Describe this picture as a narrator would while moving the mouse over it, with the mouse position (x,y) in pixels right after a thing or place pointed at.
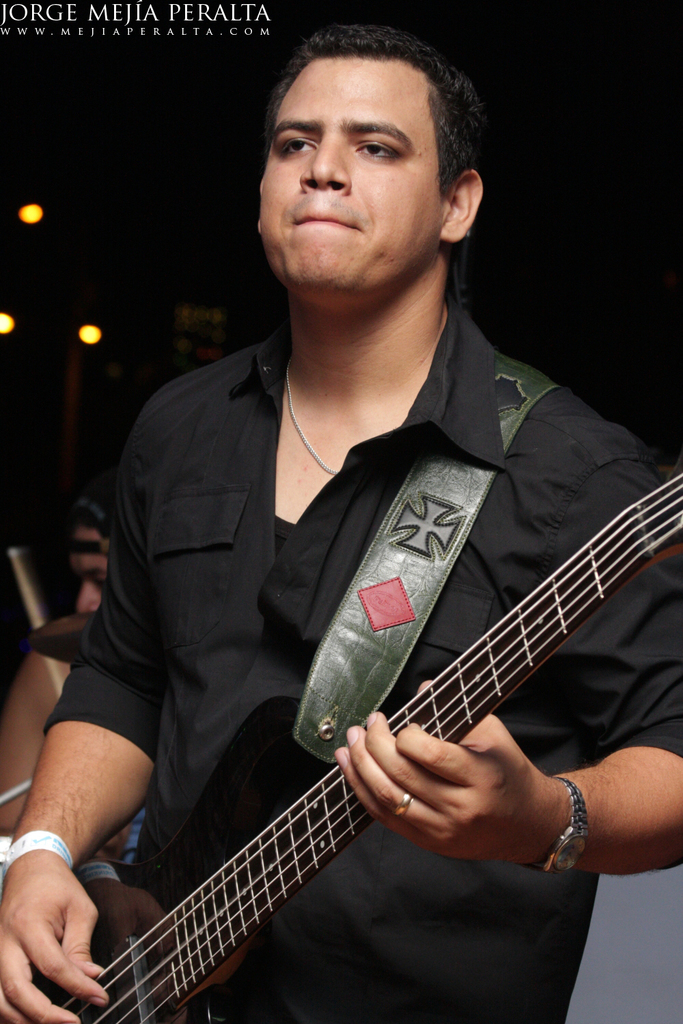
In the image we can see there is a person (394,295) who is standing and holding guitar (272,898) in his hand (81,989) and a person (264,664) is wearing black colour shirt (240,693) and the wrist watch (571,846) and at the back (70,536) there is a person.
